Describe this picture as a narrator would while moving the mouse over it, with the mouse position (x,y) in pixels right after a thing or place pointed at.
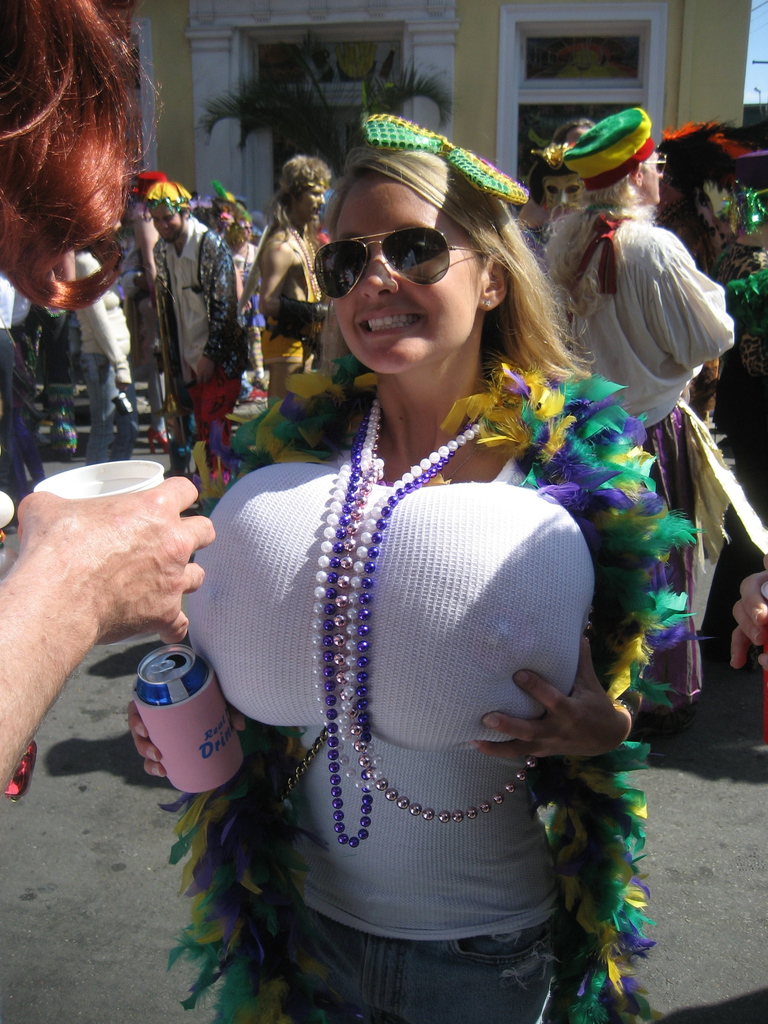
In this picture there is a woman (479,209) standing and smiling and there is a person (31,555) holding the cup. At the back (55,312) there are group of people (34,351) with costumes (691,316) are standing and there is a building (400,9) and tree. At the top (766,31) there is sky (766,19). At the bottom (690,937) there is a road (675,770).
